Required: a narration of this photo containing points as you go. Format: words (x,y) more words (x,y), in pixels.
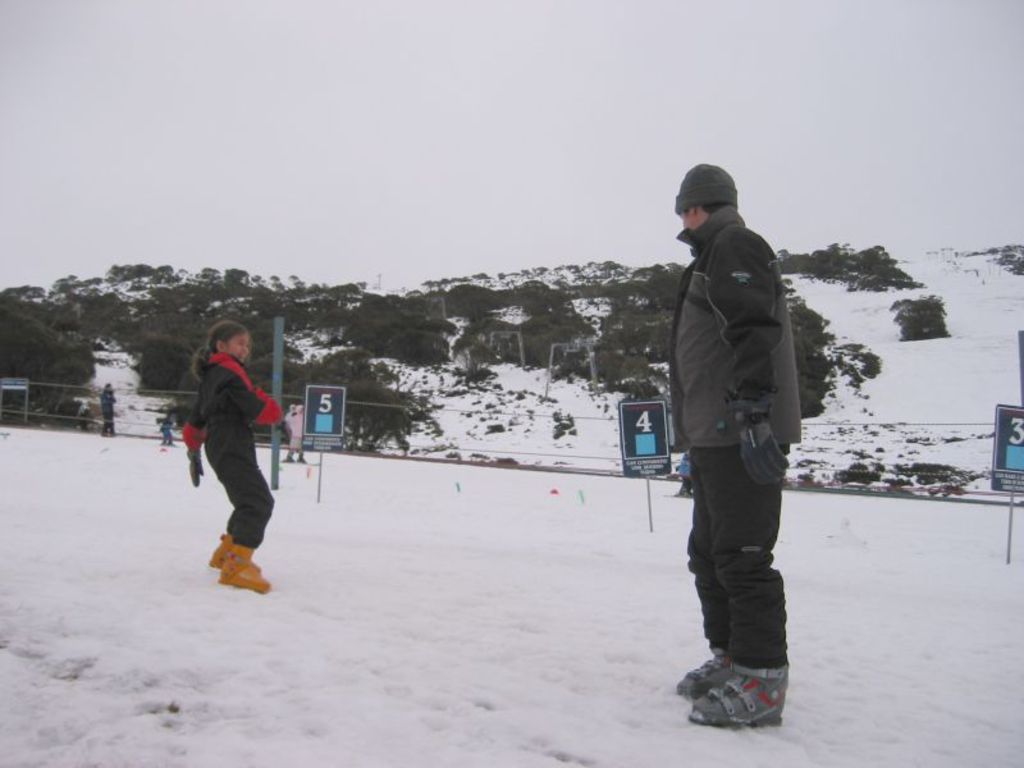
In the image there is a girl (238,450) and a man (736,506) standing on the snow surface (396,472), behind them there is a fencing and behind the fencing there is a mountain (400,292) and it is also mostly covered with snow (960,303).
